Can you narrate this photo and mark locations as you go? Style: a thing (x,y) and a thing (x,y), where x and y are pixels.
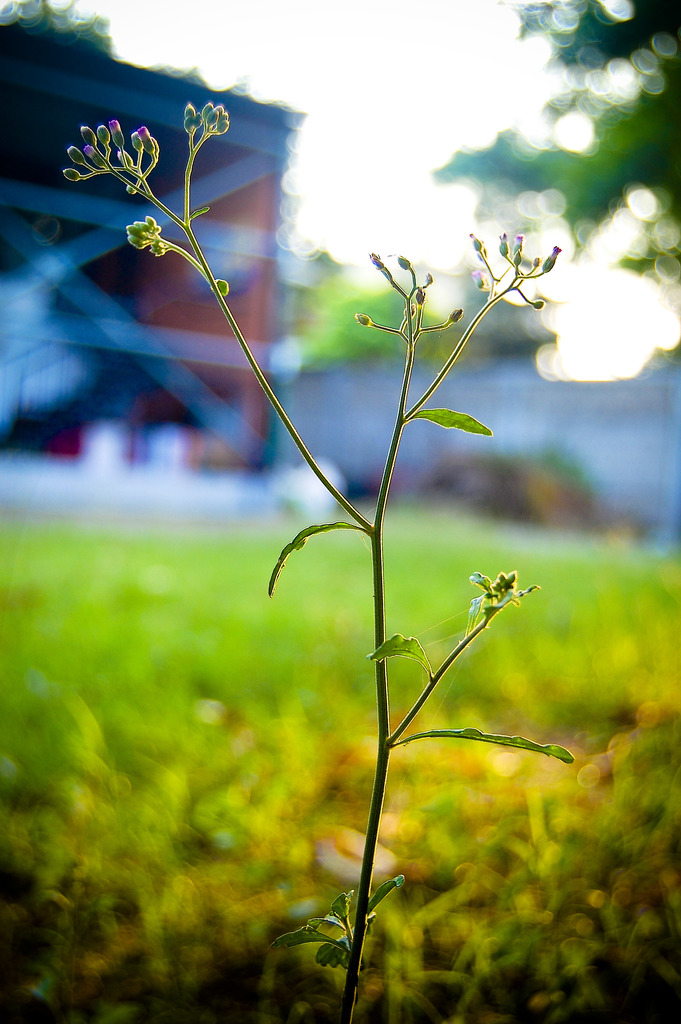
In this image there is a plant (397,650), in the background (400,542) it is blurred.
